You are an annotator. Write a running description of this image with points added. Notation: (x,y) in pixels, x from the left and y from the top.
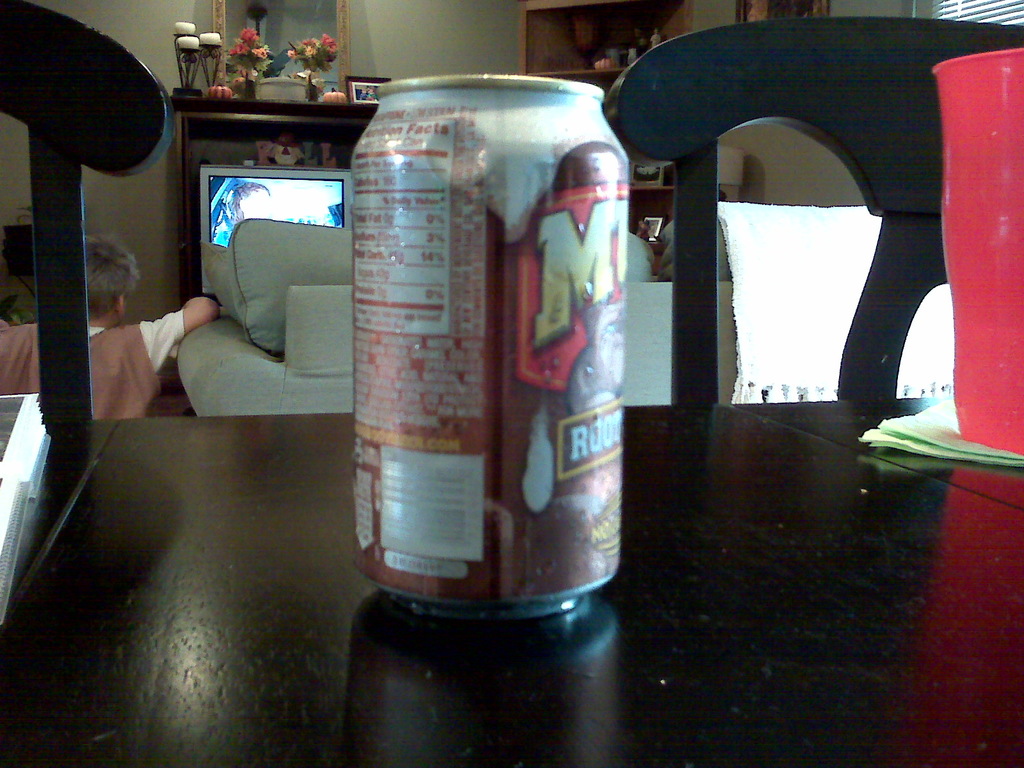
In this image in the front (489,416) there is tin (512,388) which is on the table (624,501) and there are chairs (873,307). On the table (900,481) there is an object (989,285) which is on the right side (1001,282) which is red in colour. In the background (128,342) there is a child (141,345) sitting and there is a sofa (265,336), there is a television (249,199) and there are flowers (236,55) and on the wall (155,33) there is a frame (337,21). On the right side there is a cupboard (567,48) and there are objects (611,53) in the cupboard (620,41).
